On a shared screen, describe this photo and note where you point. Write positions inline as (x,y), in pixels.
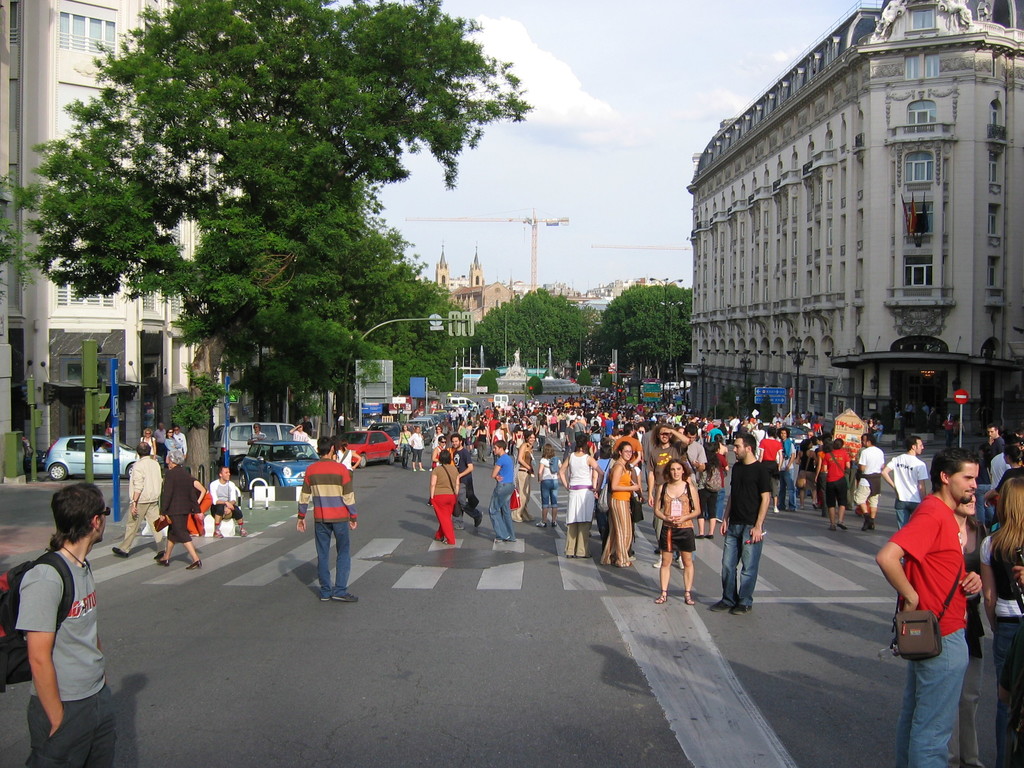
In this image there are people (45,726) on the road (590,753). There are trees (312,304). There are buildings (991,328), poles (117,502), cars (362,435). In the background of the image (483,201) there is sky (543,193), clouds (536,73).
